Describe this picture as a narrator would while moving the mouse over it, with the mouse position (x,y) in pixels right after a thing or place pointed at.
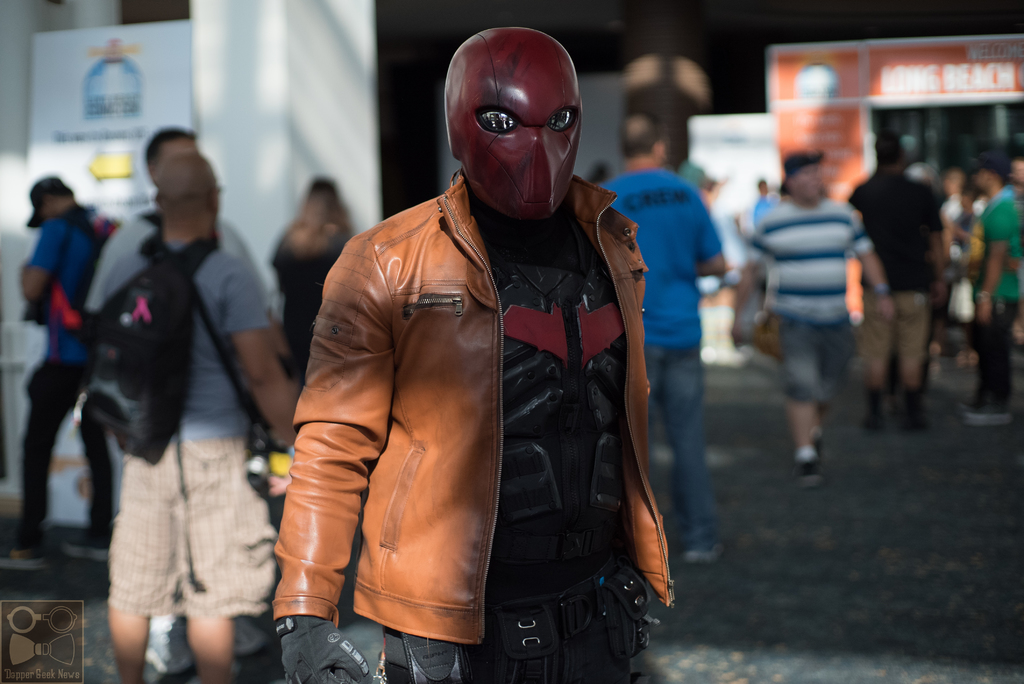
In the picture we can see a person (469,243) standing and with a costume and in the background (827,178) we can see some people (292,288) are standing and talking to each other and some are walking and behind them we can see some pillar (295,79) and some boards (847,178) with some advertisements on it.
